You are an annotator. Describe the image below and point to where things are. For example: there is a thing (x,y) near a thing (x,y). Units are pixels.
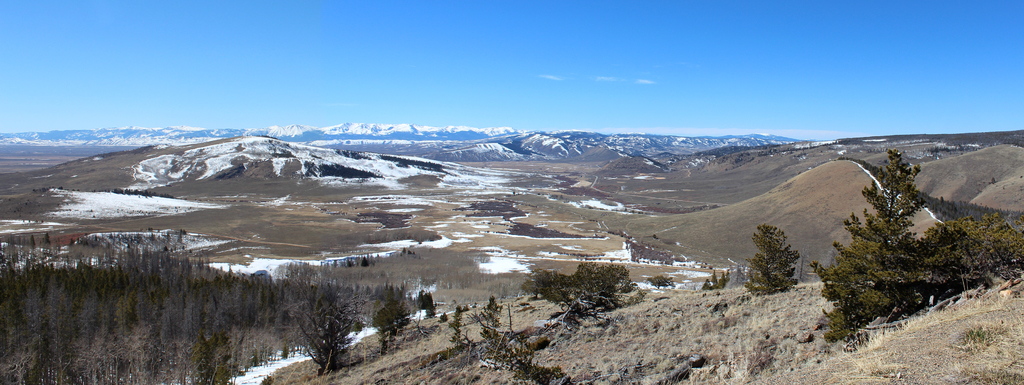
In this image we can see trees (344,303), hills (304,378), ice (353,167), mountains (524,150) and the blue sky (67,102) in the background (10,92).
